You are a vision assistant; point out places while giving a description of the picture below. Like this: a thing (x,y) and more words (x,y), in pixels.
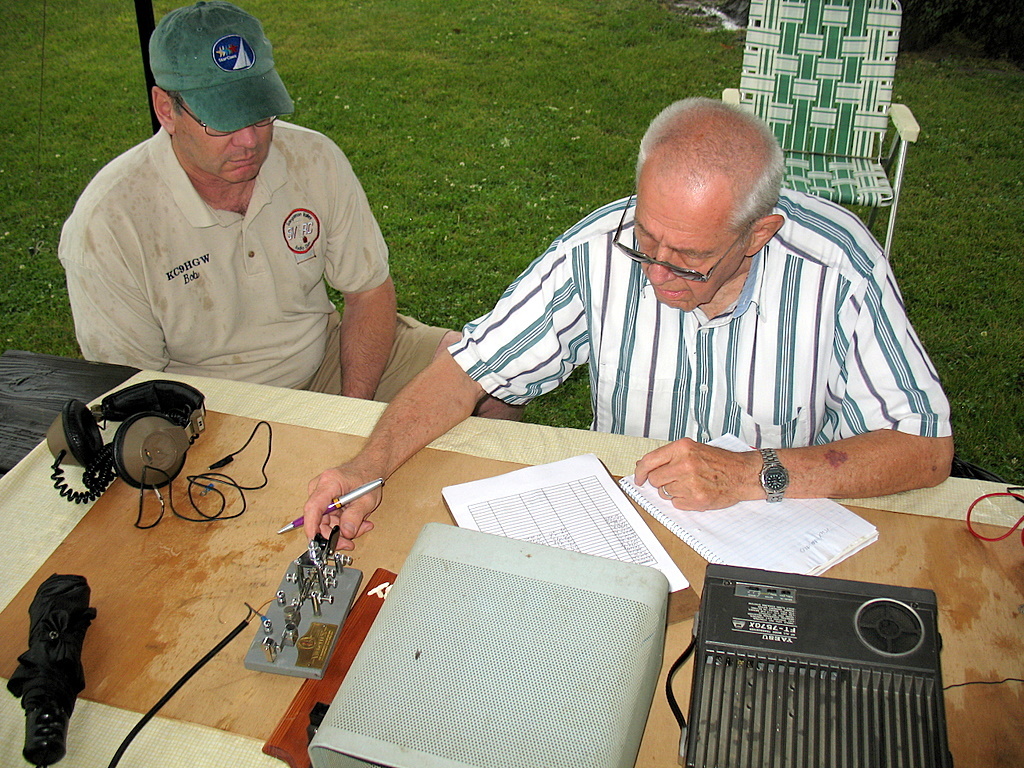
In this picture we can see there are two men (313,265) sitting. A man (663,317) is holding a pen (361,487). In front of the men (614,338) there is a table (407,497) and on the table (433,471), there are papers (551,517), cables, an umbrella (75,675), headset (131,447) and some objects (400,652). Behind the men (336,224), there is a pole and grass (455,30).
